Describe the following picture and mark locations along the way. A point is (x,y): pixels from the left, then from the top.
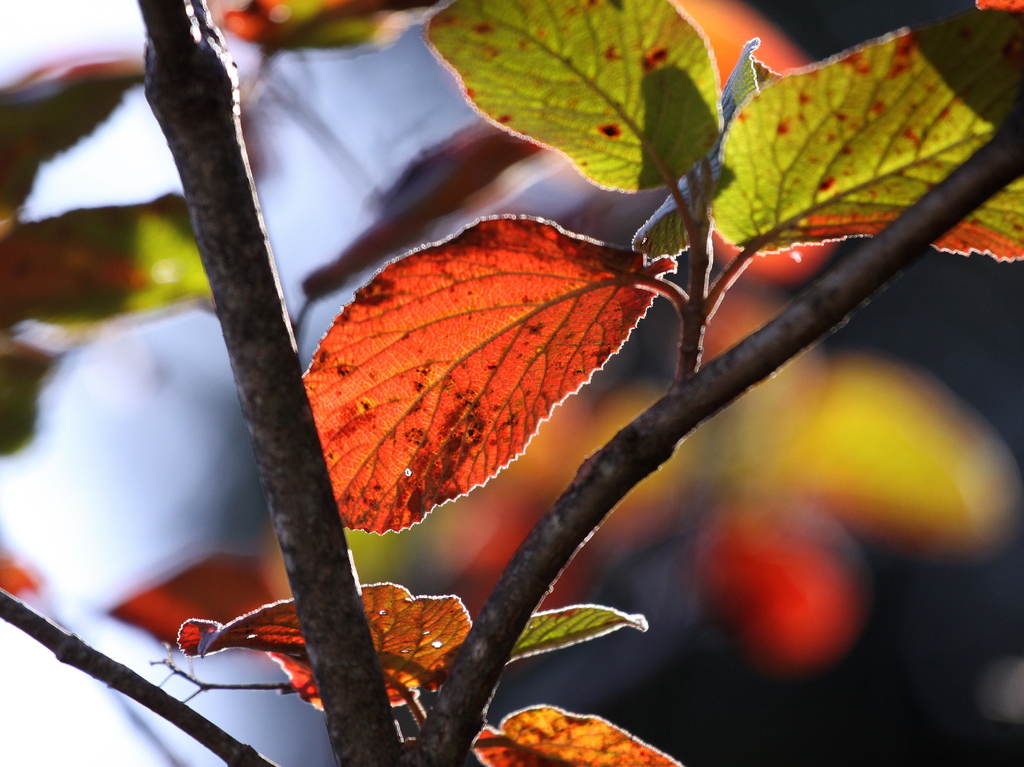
In this image I can see trees (498,494). This image is taken may be during a day.
